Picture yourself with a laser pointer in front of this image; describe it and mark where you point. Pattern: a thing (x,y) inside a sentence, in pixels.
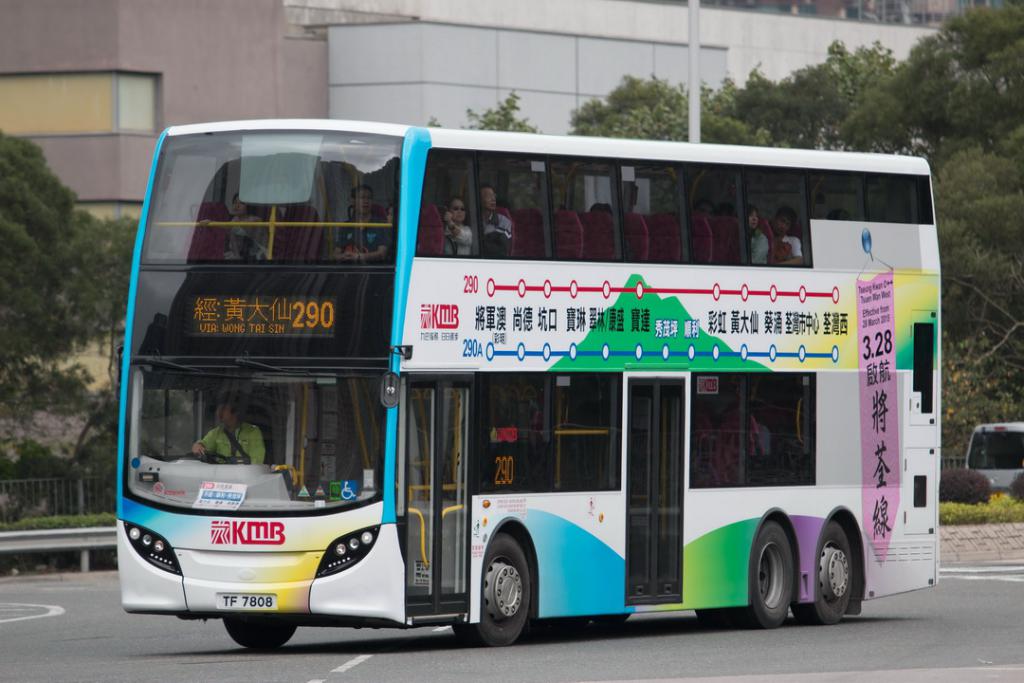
In the center of the picture (543,251) there is a double bus (438,566) on the road (667,673). On the right (994,484) there are plants (964,489), vehicle (993,476) and trees (1010,352). On the left (67,272) there are trees (17,392), fencing (35,513), railing (37,532) and plants (25,527). In the center of the background (421,82) there are trees (645,88), pole (691,17) and building (350,56).
